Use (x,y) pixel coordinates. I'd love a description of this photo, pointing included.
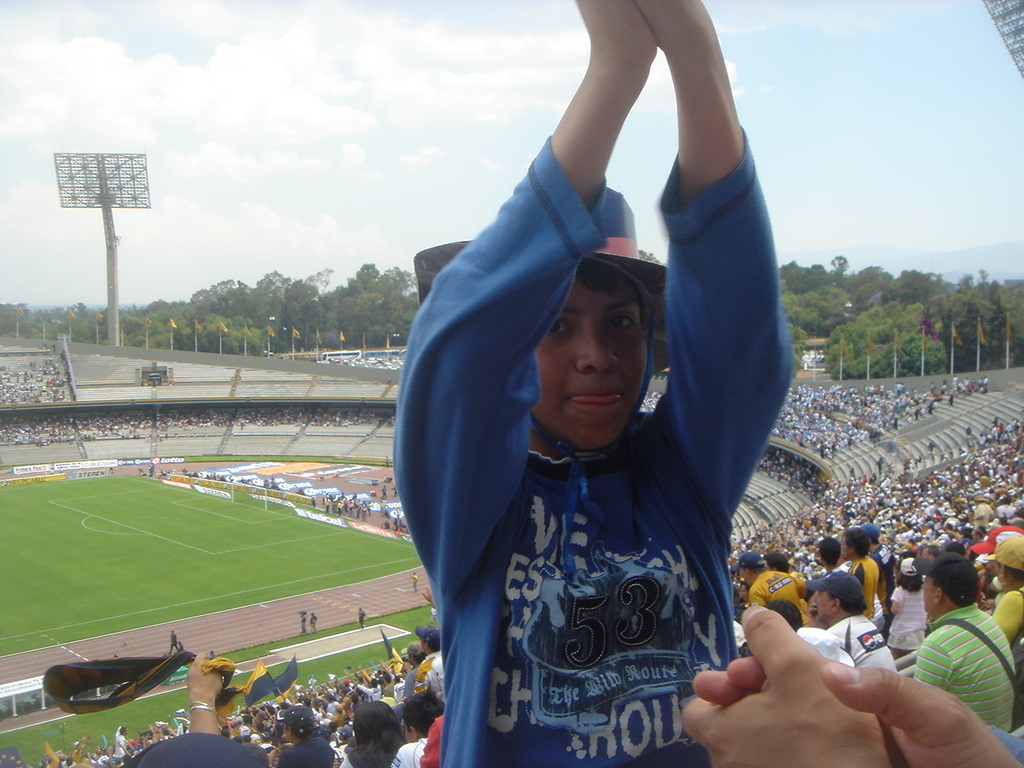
In this picture we can see a stadium (33,398) and in the stadium (14,360) there's a boy (560,583) in the blue t shirt (577,645). Some people (410,711) are standing and some people (807,506) are sitting in the stadium (79,364). Behind the stadium (255,382) there are poles (104,200), trees (282,289) and the sky (302,61).
